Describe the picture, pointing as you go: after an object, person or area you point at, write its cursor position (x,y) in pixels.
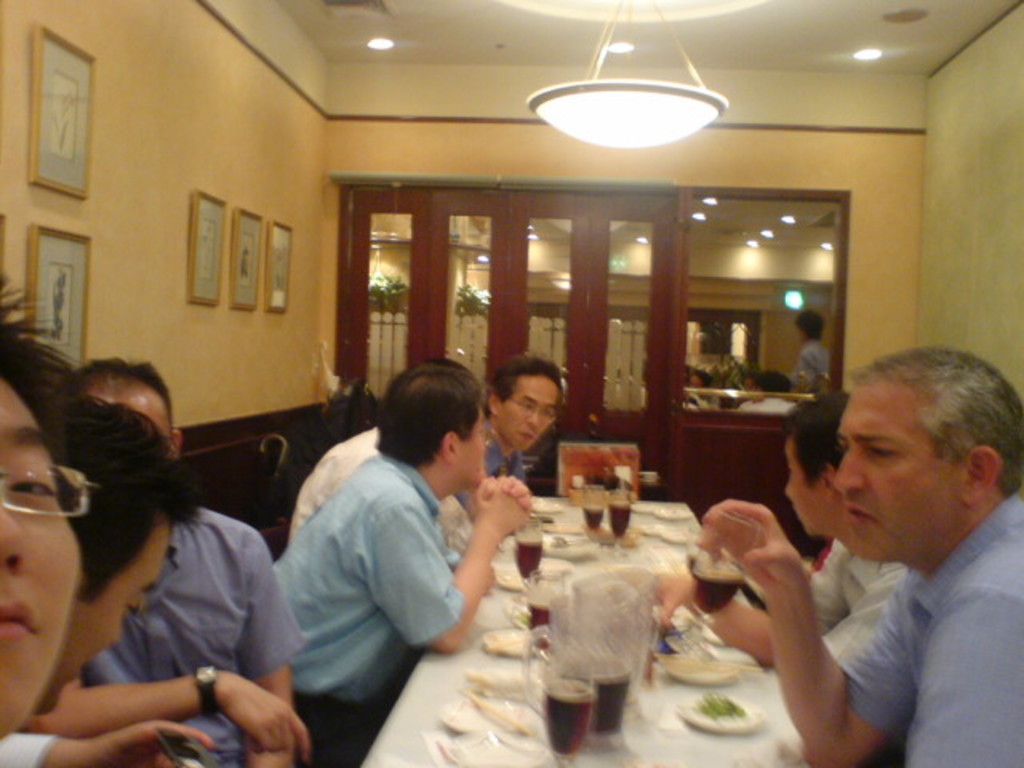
Some men (374,436) are sitting at a dining table (763,747). There are eatables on plates (456,703), glasses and bowls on the table (574,534). There is big light (594,143) hanging from the roof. There are some photo frames (246,268) on the wall (305,317). There is a door (358,302) with mirror (616,346) in the background (629,342).
